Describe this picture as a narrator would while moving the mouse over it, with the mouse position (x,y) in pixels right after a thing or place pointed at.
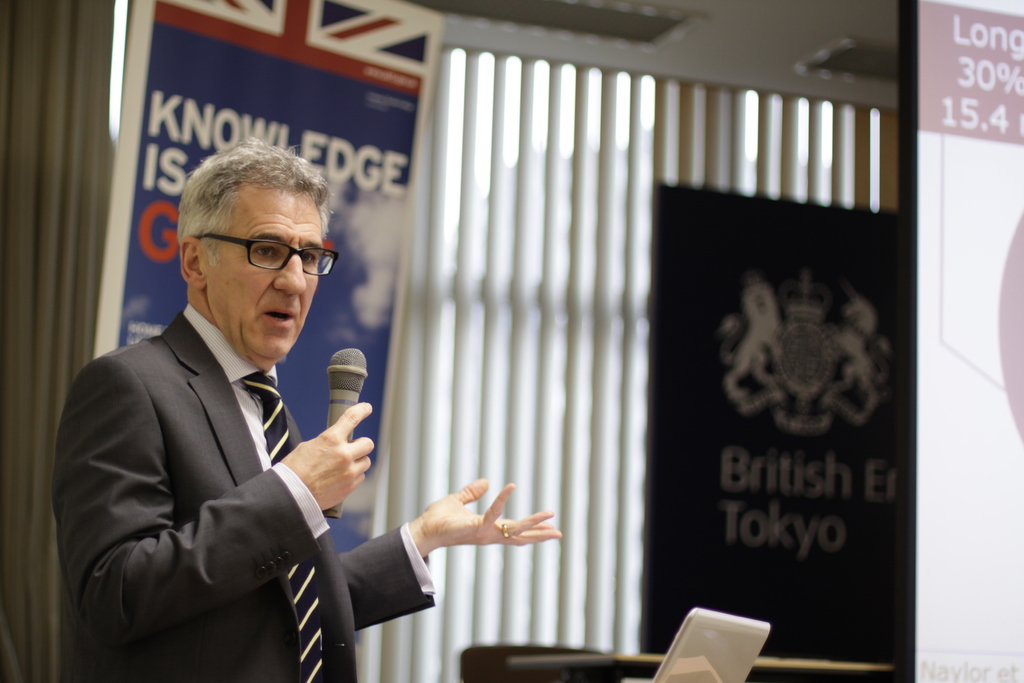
In this image we can see a person (363,562) holding a mic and talking and in the background (325,5), we can see two boards (826,452) with some text (397,188) and on the right side of the image (959,102) we can see a screen (958,173) with some text (969,73).
